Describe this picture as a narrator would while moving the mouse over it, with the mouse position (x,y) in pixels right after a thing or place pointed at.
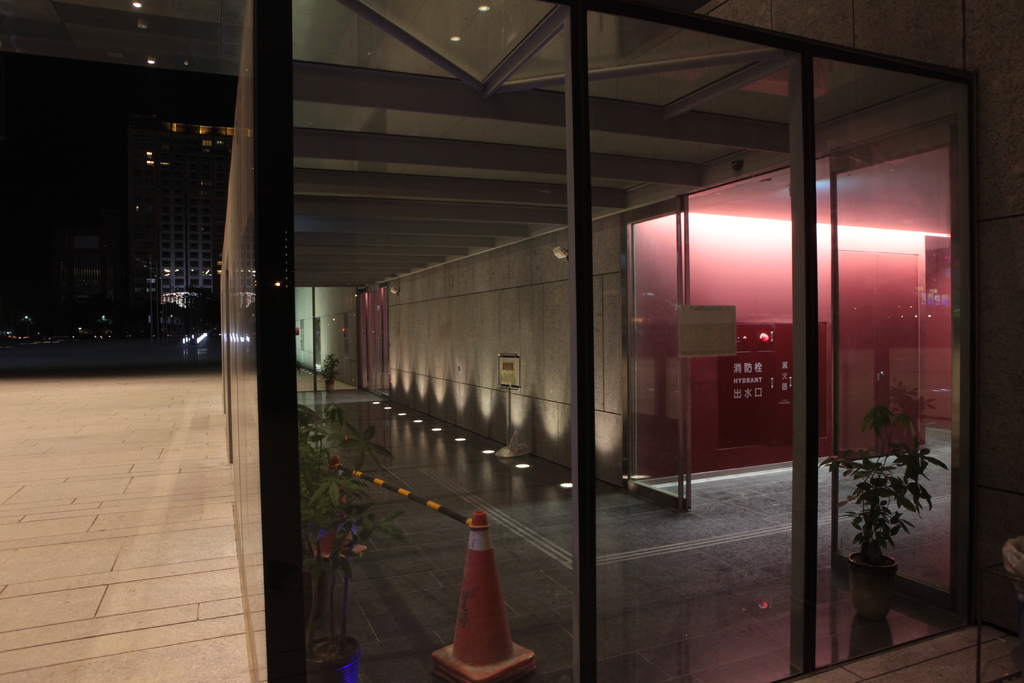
Here in this picture we can see front part (227,332) of a building (241,253), which is covered with glass (262,613) over there and we can see plants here and there and we can see lights (526,465) present on the floor (498,462) and in the far we can see buildings (103,260) present all over there and we can see light posts (151,285) here and there.
